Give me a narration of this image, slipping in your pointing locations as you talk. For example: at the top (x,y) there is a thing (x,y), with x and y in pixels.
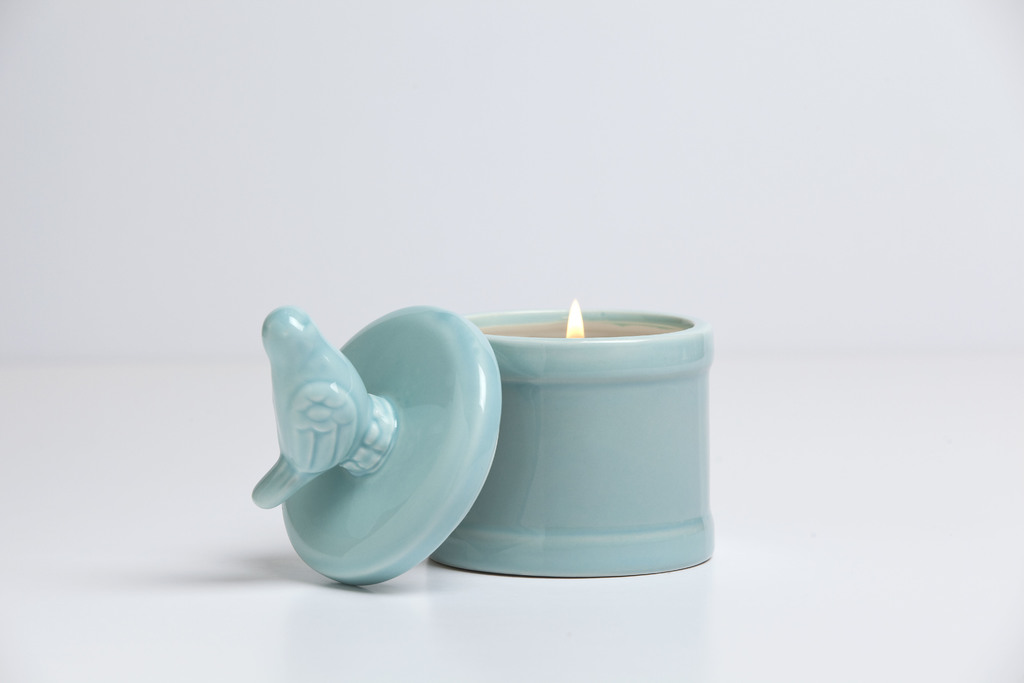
In this image there is a ceramic candle holder (596,444). There is a flame (575,317) above it. Beside it there is a lid (486,404) of the holder (503,396). On the lid (374,416) there is a sculpture (315,393) of a bird (321,384). The background (257,425) is white.
